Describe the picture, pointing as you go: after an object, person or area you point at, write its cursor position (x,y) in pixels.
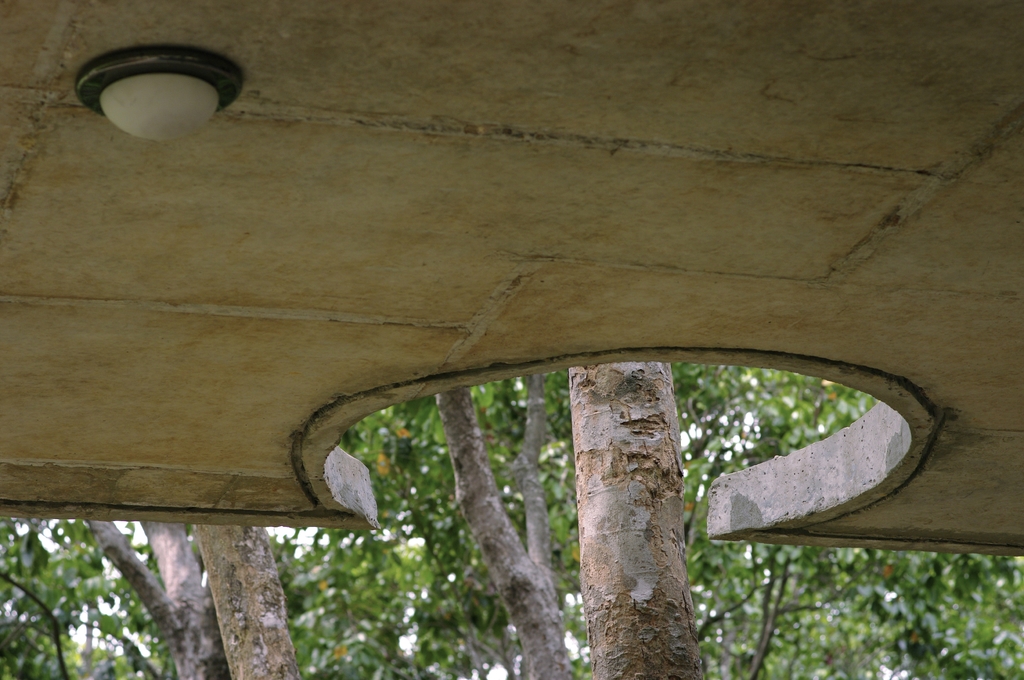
In this picture I can see a light (141,69) at the top (198,72), and in the background (519,563) there are trees (578,616).
